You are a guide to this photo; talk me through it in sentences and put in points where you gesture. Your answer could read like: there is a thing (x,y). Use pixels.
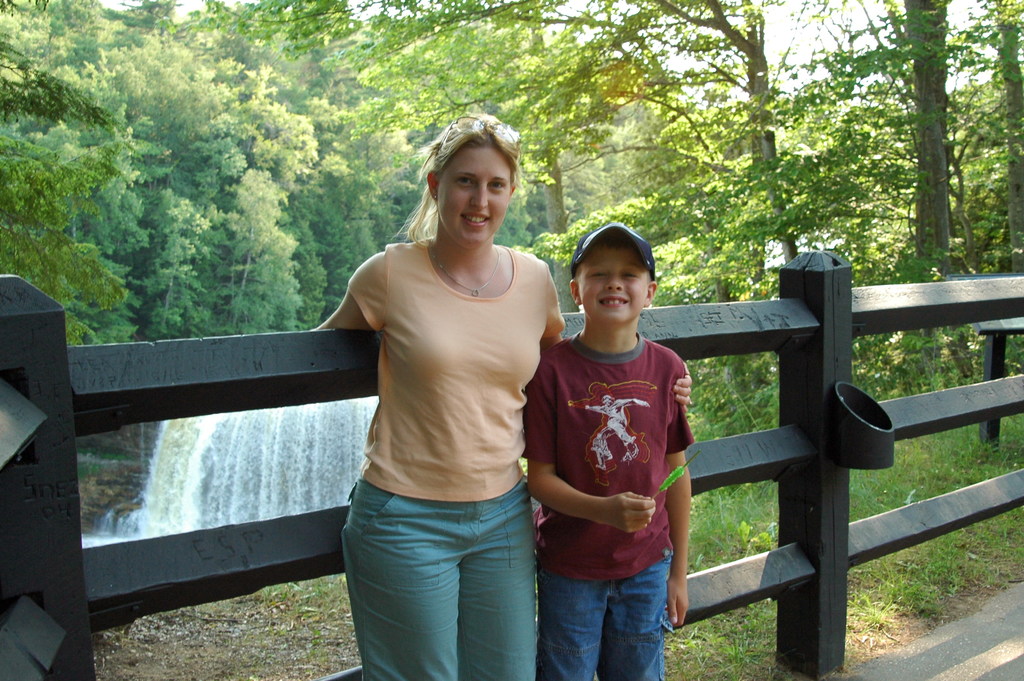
In front of the image there are two people (524,429) having a smile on their faces (601,319). Behind them there is a wooden fence (812,296). In the background of the image (346,462) there is a waterfall (237,482). There are trees (414,200). At the top of the image (808,47) there is sky (821,45).
